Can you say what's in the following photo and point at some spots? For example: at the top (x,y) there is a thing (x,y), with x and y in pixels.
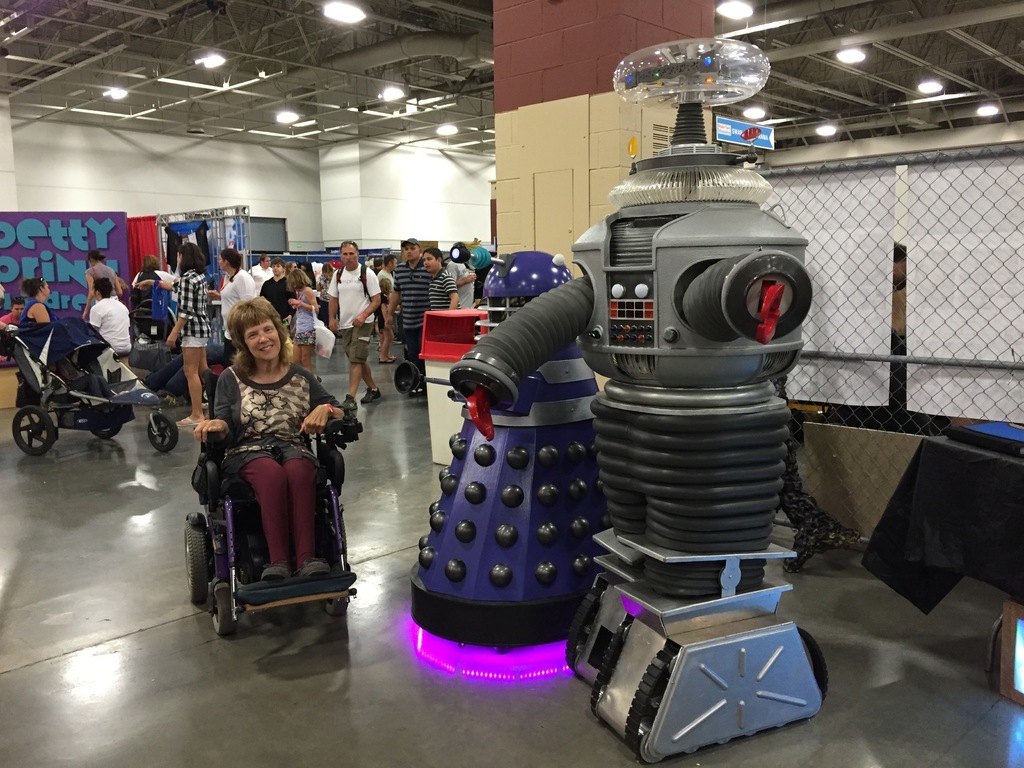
In this picture I can see a woman (259,455) in the wheelchair (321,548). I can see robots (544,430) on the right side (688,453). I can see people (305,301) standing on the floor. I can see light arrangements (384,95) on the roof (359,94).
